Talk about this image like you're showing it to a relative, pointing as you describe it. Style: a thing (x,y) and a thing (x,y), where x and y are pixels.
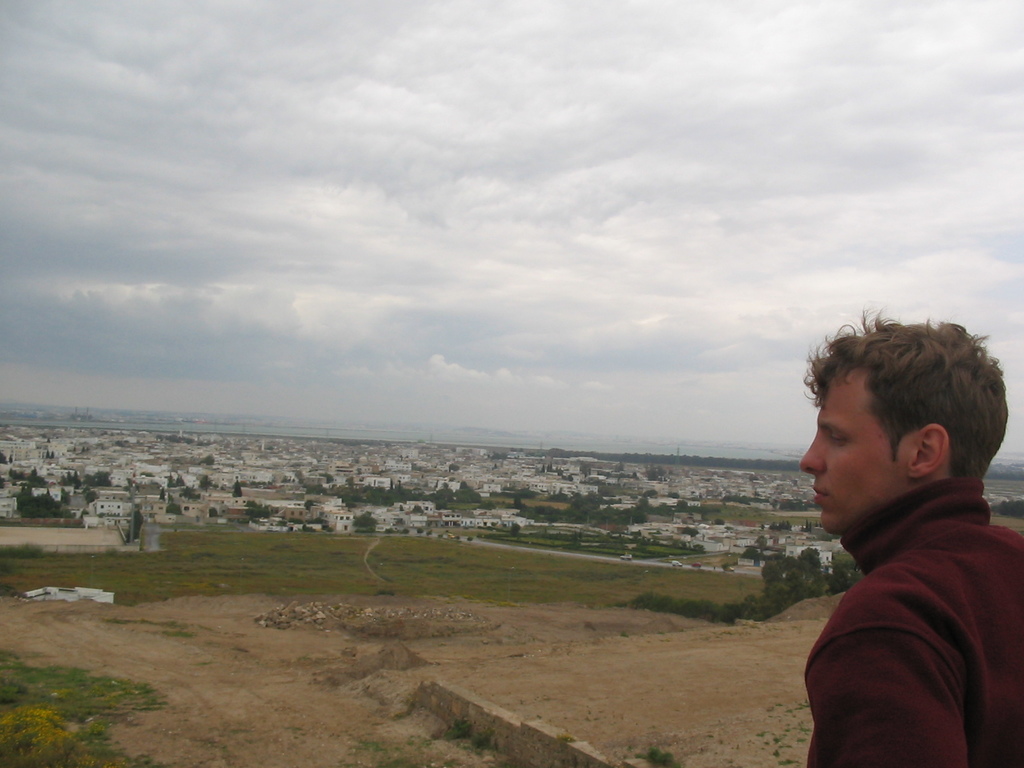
On the right side of the image (883,502), we can see a person (900,616). Background (67,502) there are so many houses (445,510), buildings (489,510), trees (42,481), grass (322,555) we can see. Top of the image (420,140), there is a cloudy sky (462,325).
